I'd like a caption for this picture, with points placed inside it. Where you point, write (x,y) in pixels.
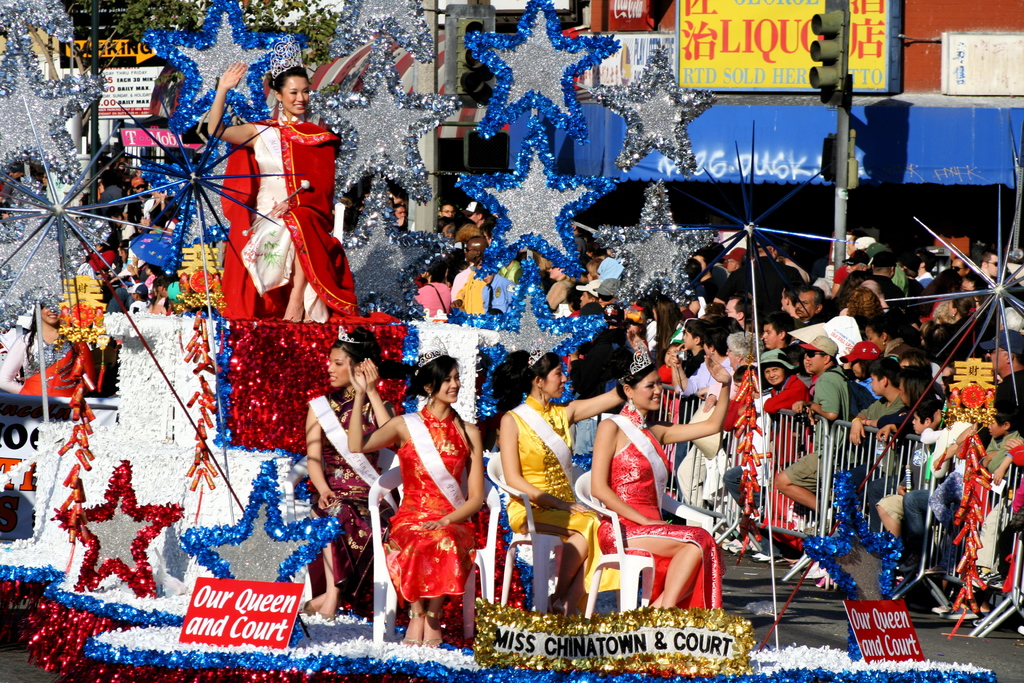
In this image we can see people (461,437) sitting on chairs (307,510). There are decorative items (13,288). There are boards (259,585) with some text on them. To the right side of the image (806,393) there are people (854,420) standing. There is a fencing (779,440). There is a traffic pole (813,26). There is a building (767,93) on which there are boards (745,31) with some text (698,82).
